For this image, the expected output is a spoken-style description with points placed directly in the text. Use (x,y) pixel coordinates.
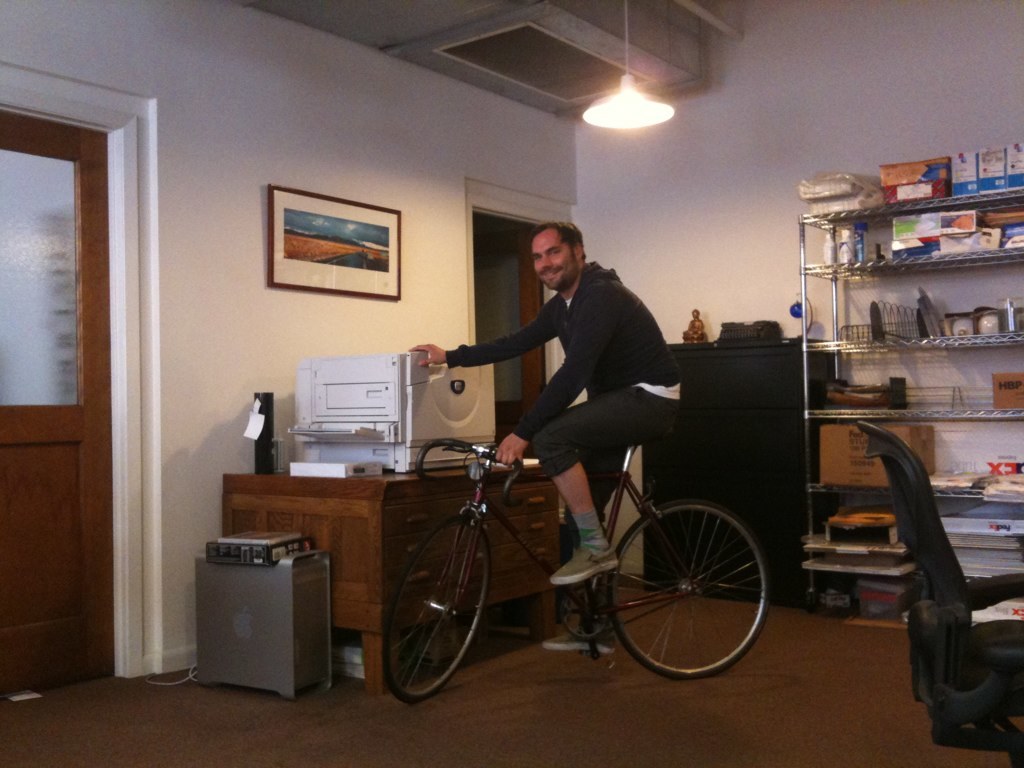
There is a room (315,323). He is sitting on a bicycle (463,582). He's touching a printer (491,381). We can see in background (669,462) photo frame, window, cupboard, table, light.
